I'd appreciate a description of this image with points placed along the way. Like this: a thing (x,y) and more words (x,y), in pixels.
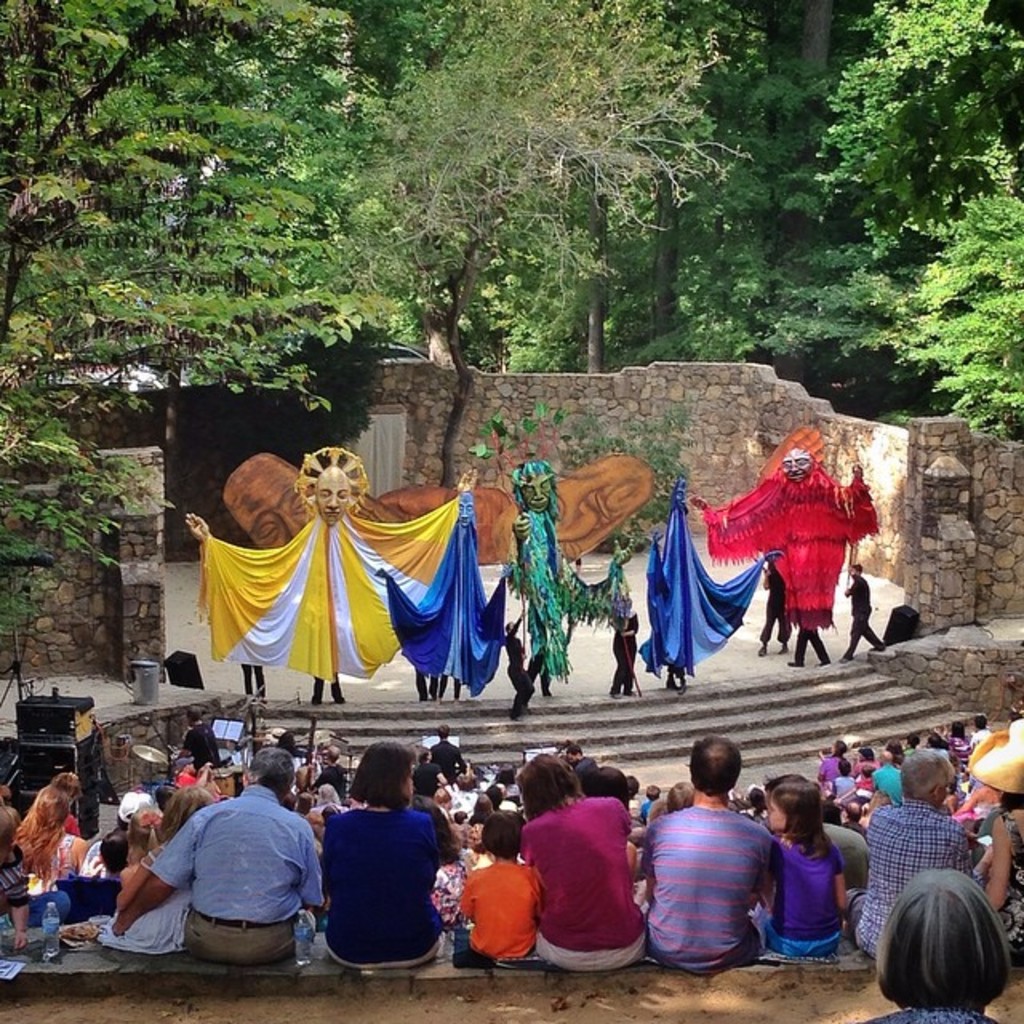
In the image we can see there are spectators (378,859) sitting on the stairs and they are watching the people (805,570) standing on the stage (506,612) and the people (462,612) are holding curtains (421,594) in their hand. Behind there are lot of trees (237,235) and there is a person (205,740) playing the drums (147,746) and beside him there are speaker boxes (67,731) kept.
